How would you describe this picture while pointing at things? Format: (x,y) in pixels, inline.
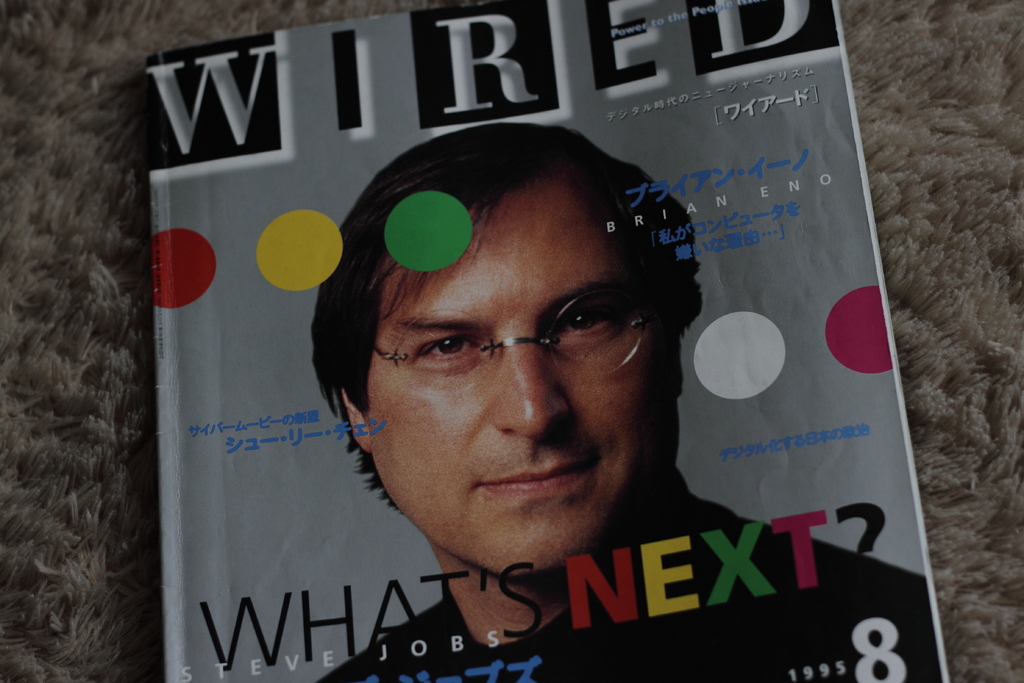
In this image we can see a magazine (599,485). We can see a person (536,399) and some text (729,571) printed on the magazine (822,377). There is a cloth (920,233) in the image.
